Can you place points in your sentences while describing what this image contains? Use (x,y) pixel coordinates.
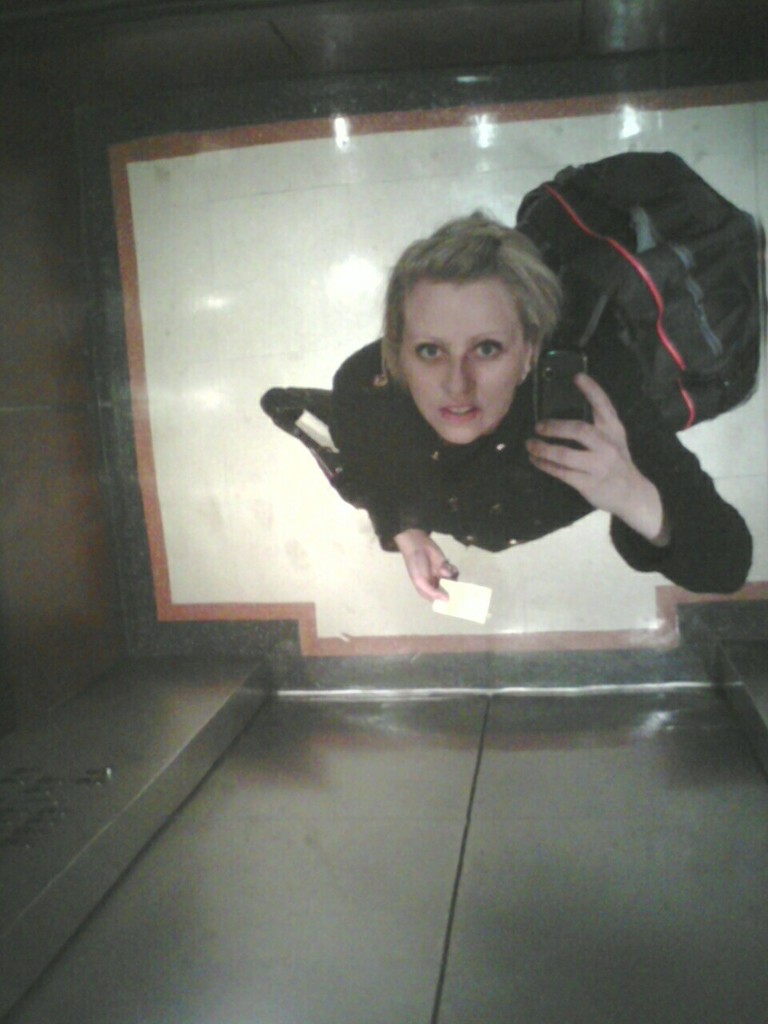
In this image we can see a person (482,480) holding a mobile (574,419). She is wearing a bag (617,197). In the background (270,257) there is a floor (290,211).
